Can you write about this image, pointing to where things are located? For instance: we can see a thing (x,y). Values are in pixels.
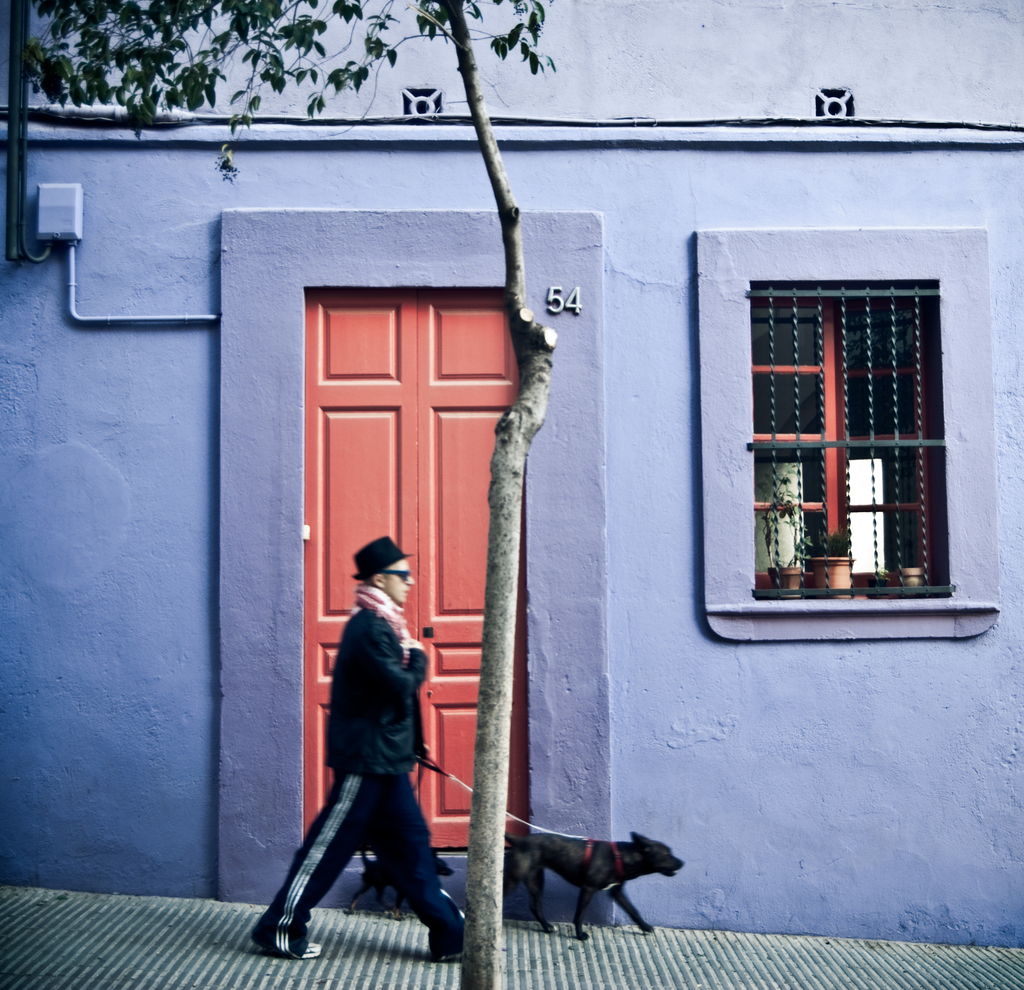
This is building (600,410) with window (861,405) and door (379,448). In-front of this window (907,379) there are plants (820,581). This person (410,676) is walking, as there is a leg movement. Beside this person (370,627) there are dogs (603,876).
